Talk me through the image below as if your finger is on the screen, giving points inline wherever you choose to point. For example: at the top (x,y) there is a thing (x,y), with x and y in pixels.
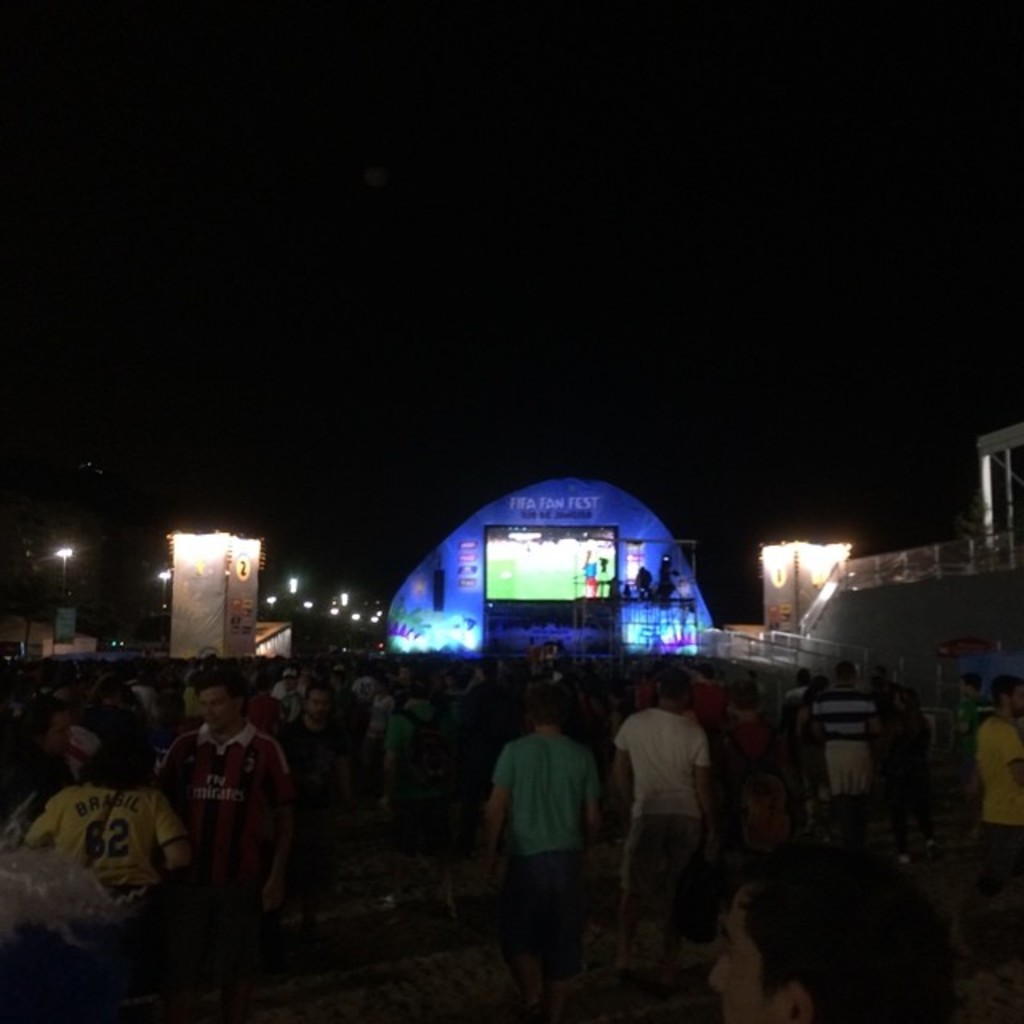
In this picture we can see a group of people (152,937) on the ground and in the background (565,539) we can see a screen (544,583), lights (807,545), fence (905,572) and it is dark.
